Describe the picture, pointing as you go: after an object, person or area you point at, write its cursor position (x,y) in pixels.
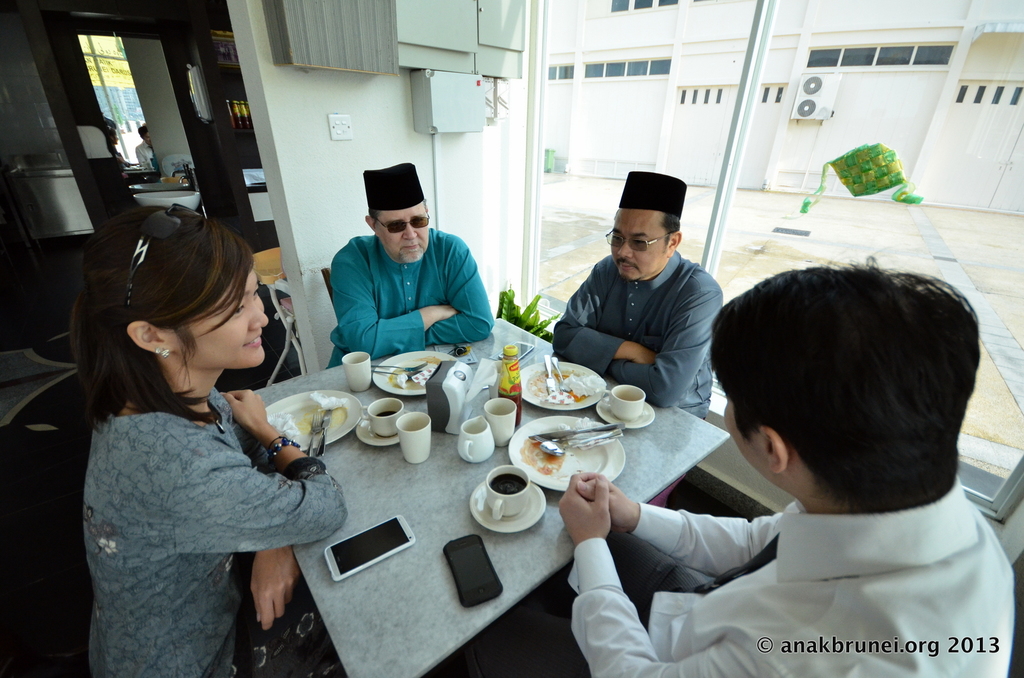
In this image I can see the group of people (718,293) sitting in-front of the table (467,468). On the table (460,468) there are plates (548,482), cups (499,424), bottle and the mobiles (467,597). To the right (821,133) there is a window (767,226). Through the window (774,133) I can see a building (837,94).
